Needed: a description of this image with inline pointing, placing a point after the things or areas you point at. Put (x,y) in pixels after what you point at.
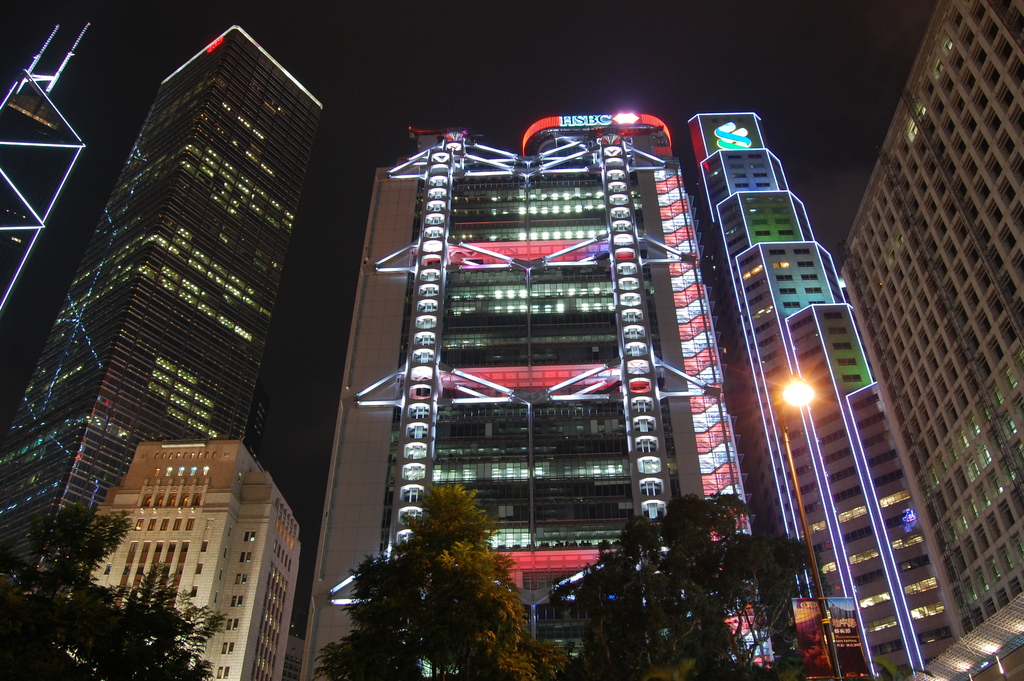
In the center of the image (650,395) we can see buildings (711,395). At the bottom (761,634) there are trees (400,613). We can see lights (808,392). At the top (482,56) there is sky (473,54).
